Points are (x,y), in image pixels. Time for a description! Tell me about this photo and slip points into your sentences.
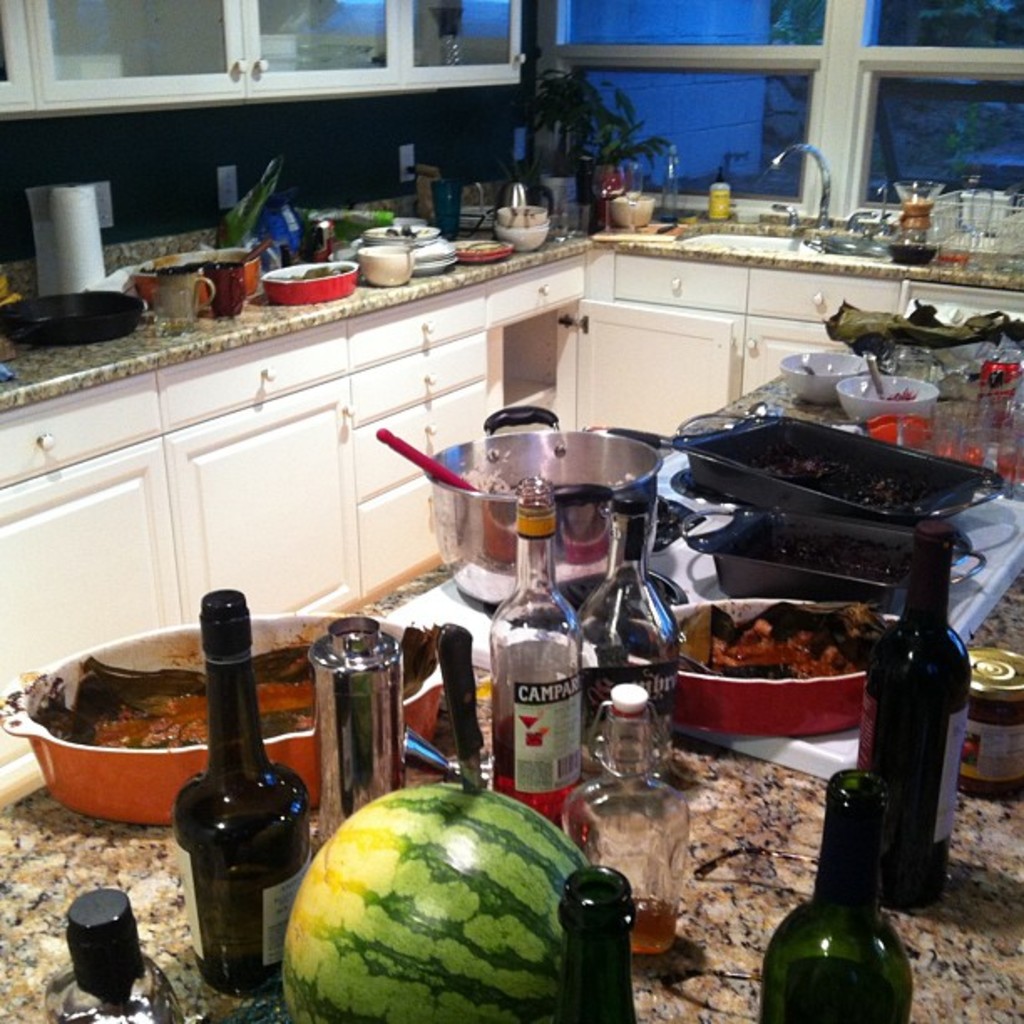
This is a kitchen (306,413). There are some cupboards (390,360). On the table (712,804) there are some items (809,563) like bottle (511,761), watermelon (419,808), pan (155,736), trays (854,594), bowls (826,375), glasses (947,404). There is a window (847,103). And there is a tap (822,231).
